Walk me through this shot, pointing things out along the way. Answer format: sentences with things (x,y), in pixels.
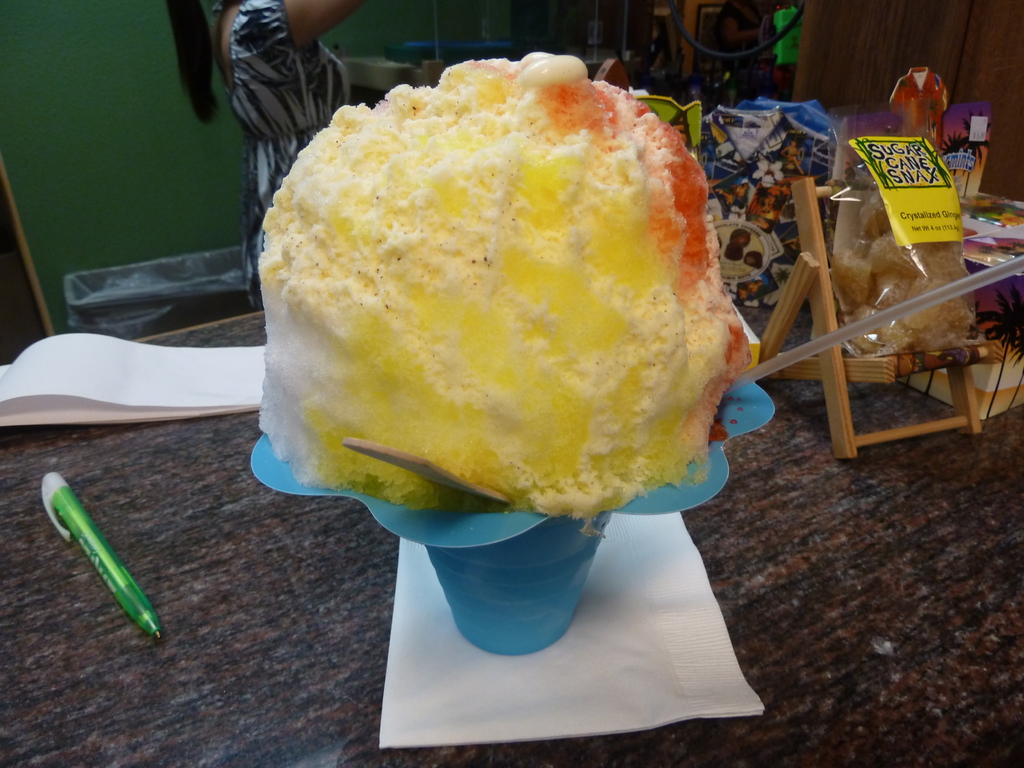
This picture seems to be clicked inside the room (507,537) and we can see a person (304,69) wearing a dress (271,49) and standing and we can see a food item (591,467) seems to be the ice cream (474,454) is placed on the top of table (268,620) and we can see the papers (616,705), pen (129,582), some food items (972,324), wooden object (832,377) and some other objects (821,168) are placed on the top of the table (306,613). In the background (52,221) we can see the wall (66,116) and many other objects (714,73).
